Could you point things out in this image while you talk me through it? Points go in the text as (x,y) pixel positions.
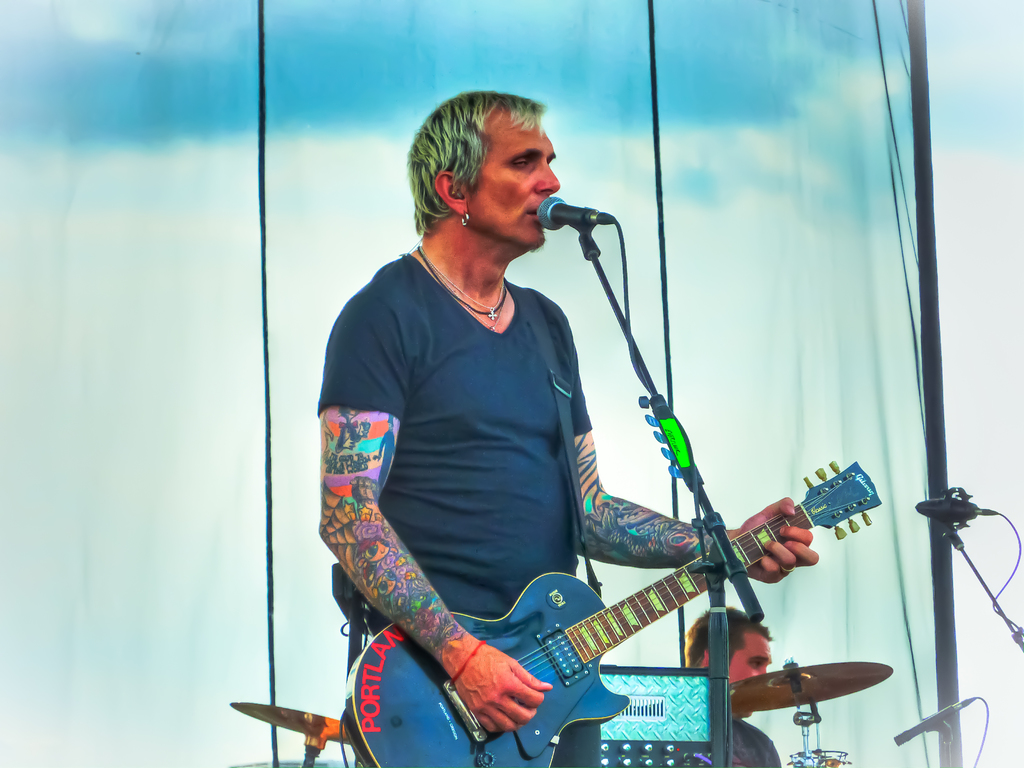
In this picture we can see a man (521,415) standing in front of a mike (563,225), singing and playing guitar (588,656). Aside to this person (501,725) we can see a man (706,646) near to the drums (804,736). These are cymbals (818,696). On the background (817,199) we can see a blue and white colour cloth (339,151). We can see tattoos (619,514) on man's hand (607,525).
